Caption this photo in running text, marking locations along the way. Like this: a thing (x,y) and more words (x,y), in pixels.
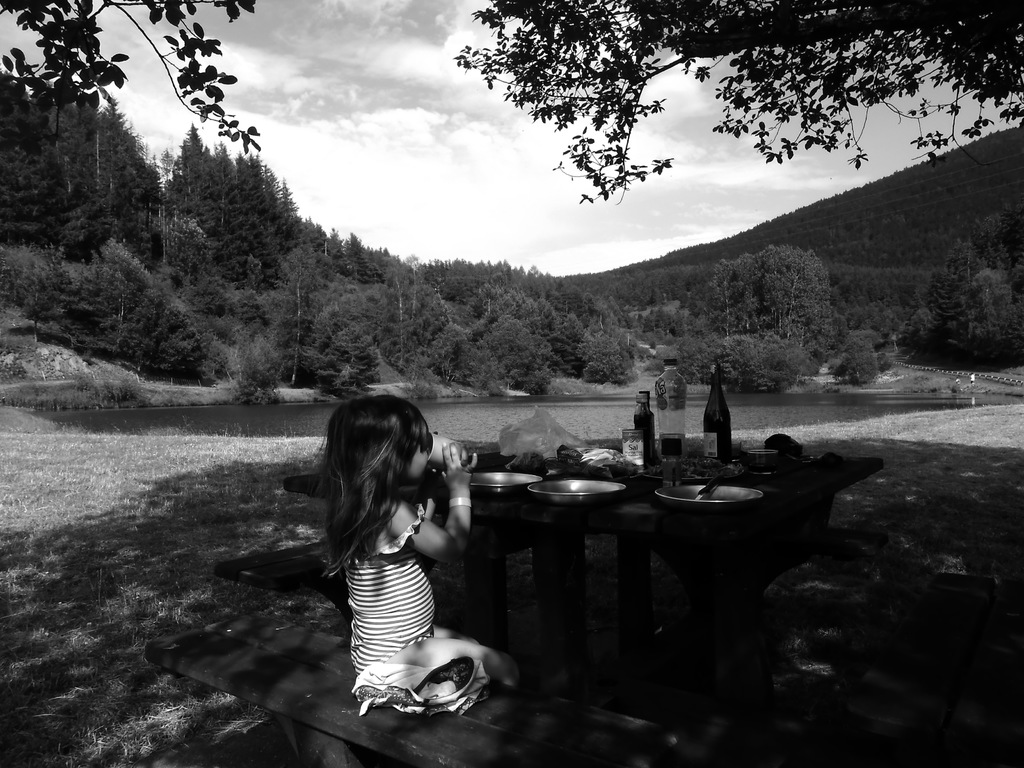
This picture is of outside. In the foreground (398,452) we can see the girl (401,520) sitting on the bench (530,708) and drinking. In the center (492,464) there is a table (789,482) on the top of which bottles (709,426), plates (670,494) and some other items (598,446) are placed. In the background (848,365) we can see the plants (355,309), trees (802,81), sky (397,110) which is full of clouds (644,245) and a water (746,394) and also the ground (133,517).
